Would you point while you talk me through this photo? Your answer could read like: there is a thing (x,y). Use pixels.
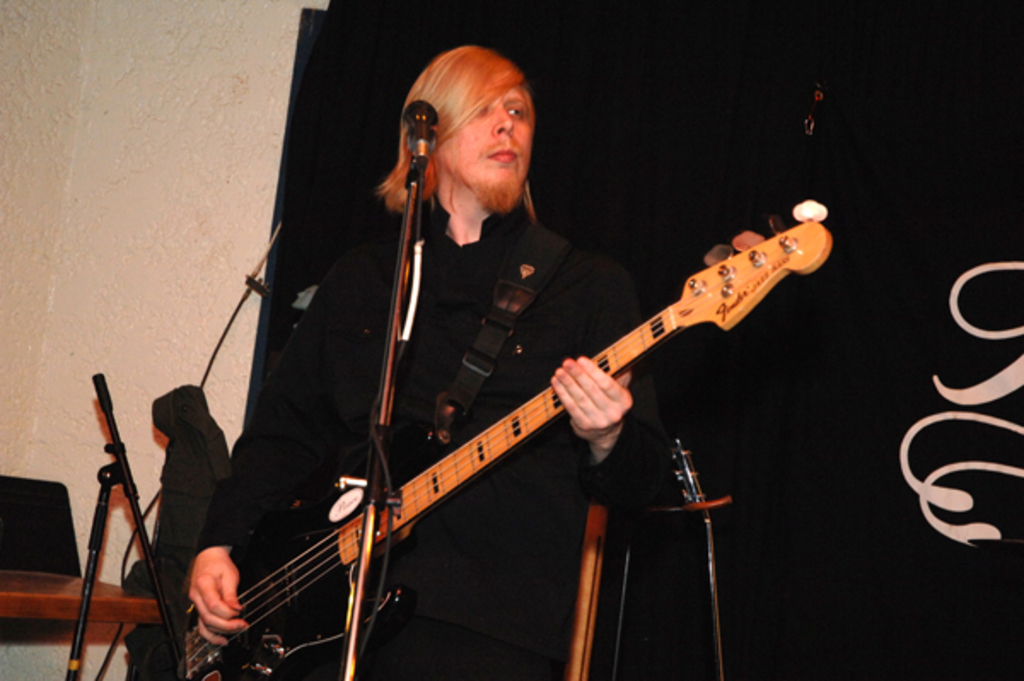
In this image a man (487,413) standing in the center (489,405) holding a musical instrument (334,552) in his hand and is in front of the mic (415,137). In the background (792,386) there is a black colour sheet (781,356). At the left side (136,162) there is a wall (92,287), table (58,595) and a chair (31,547).
